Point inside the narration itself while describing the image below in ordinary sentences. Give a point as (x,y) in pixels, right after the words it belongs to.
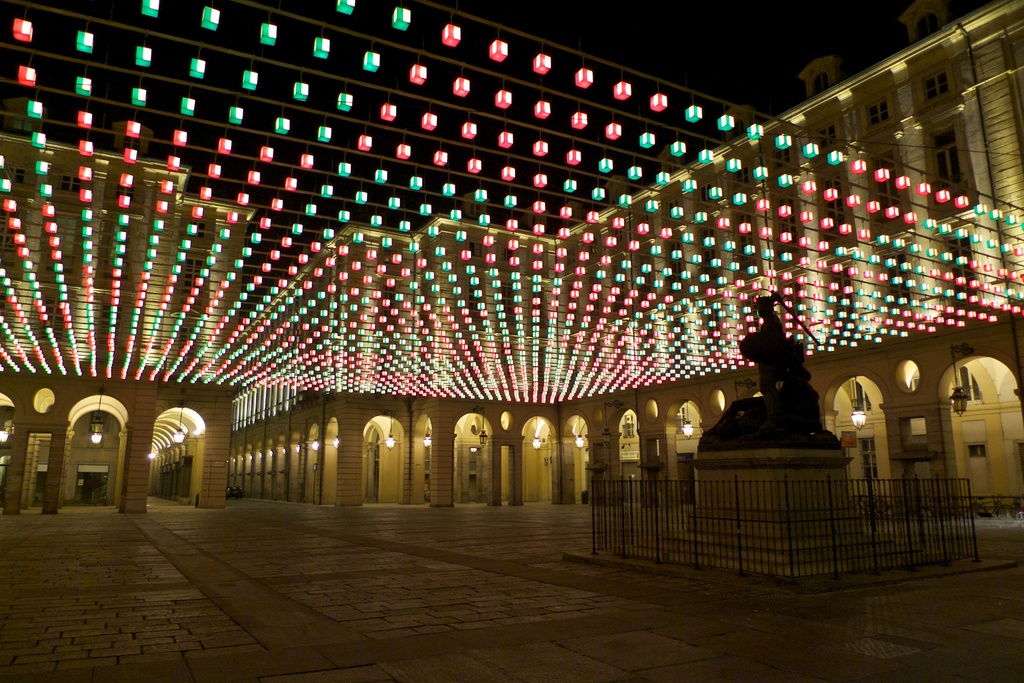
In this image we can see a statue (770,393) which is surrounded by a fence (718,554) and there are lights (455,235) above it, in the background (435,410) there are buildings (882,379) with corridors (70,460) and lights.
